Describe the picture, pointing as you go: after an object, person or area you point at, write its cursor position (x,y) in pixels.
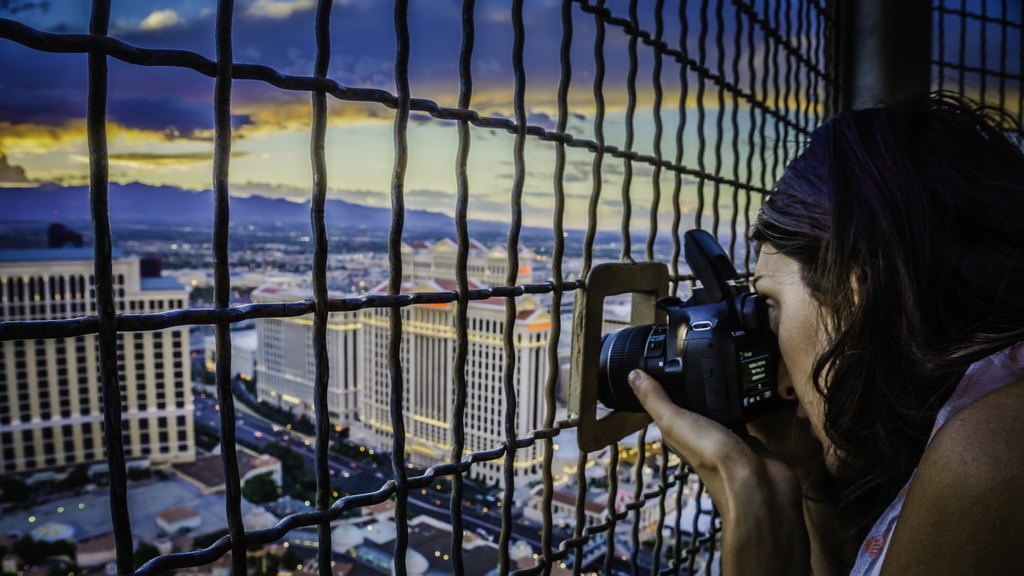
In this image I can see a woman (803,306) is holding a camera (707,391). I can also see few buildings (87,311) and cloudy Sky (372,79).
